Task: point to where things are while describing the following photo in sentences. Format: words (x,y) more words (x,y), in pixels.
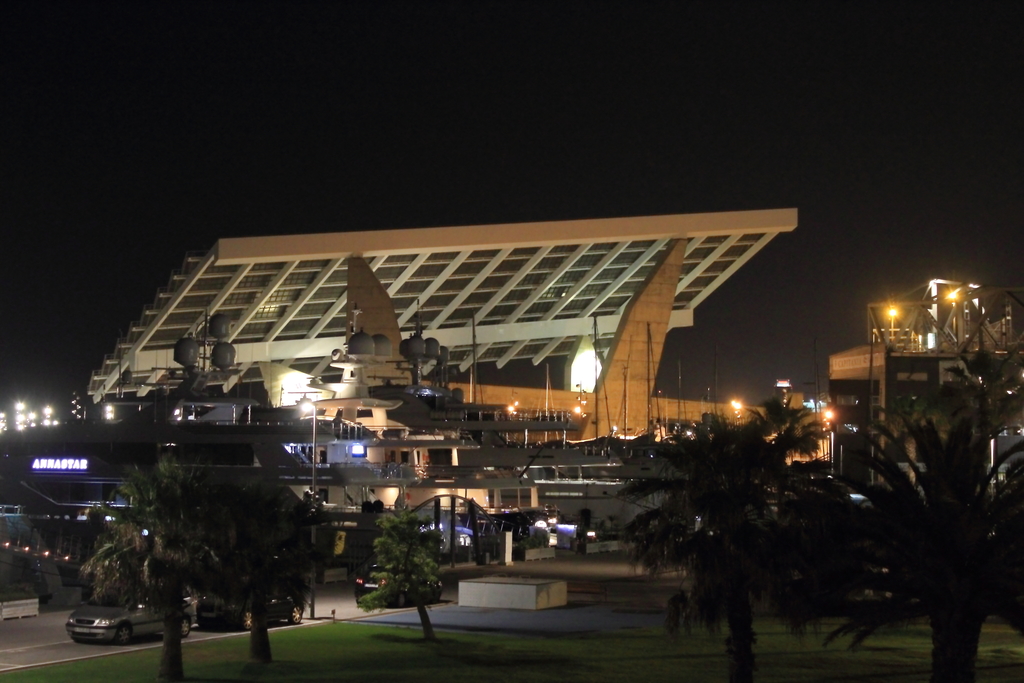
In this picture there are cars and trees (408,519) at the bottom side of the image (300,576) and there are buildings (541,238) and towers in the background area of the image (506,383), it seems to be the picture is captured during night time.
